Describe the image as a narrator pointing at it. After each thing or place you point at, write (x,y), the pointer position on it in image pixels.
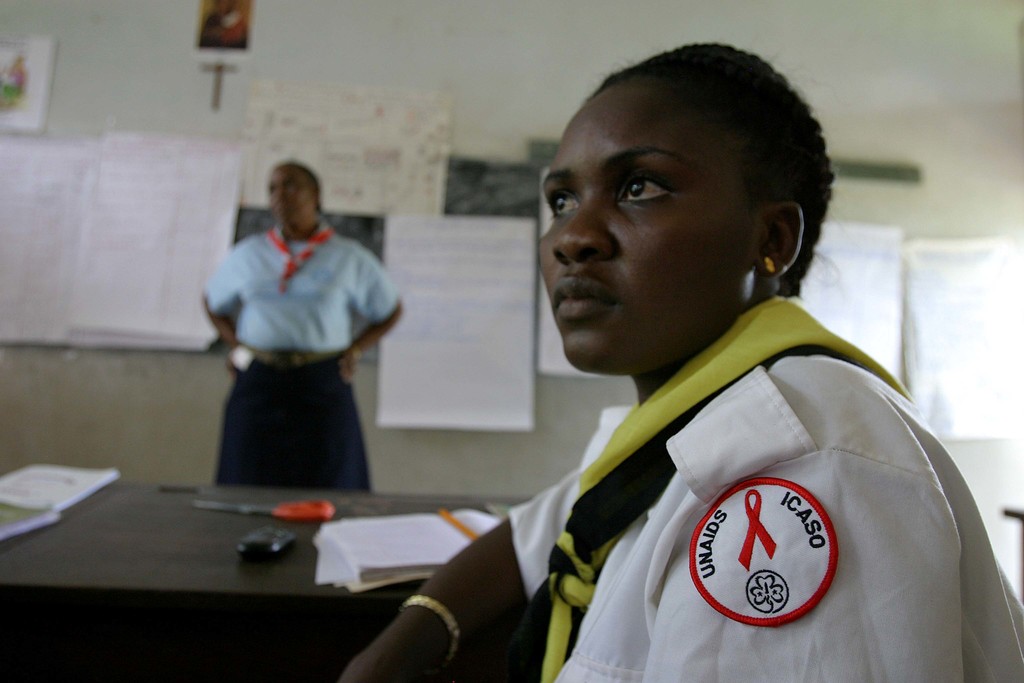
In this image there is a woman (727,294) who is wearing a white dress (857,544). On the table (358,607) there is a book (380,548), scissor (305,519) and a black object (262,547). On the background (330,286) there is a woman (323,335) who is standing. And on the wall (122,188) papers (56,228) attached to it.
